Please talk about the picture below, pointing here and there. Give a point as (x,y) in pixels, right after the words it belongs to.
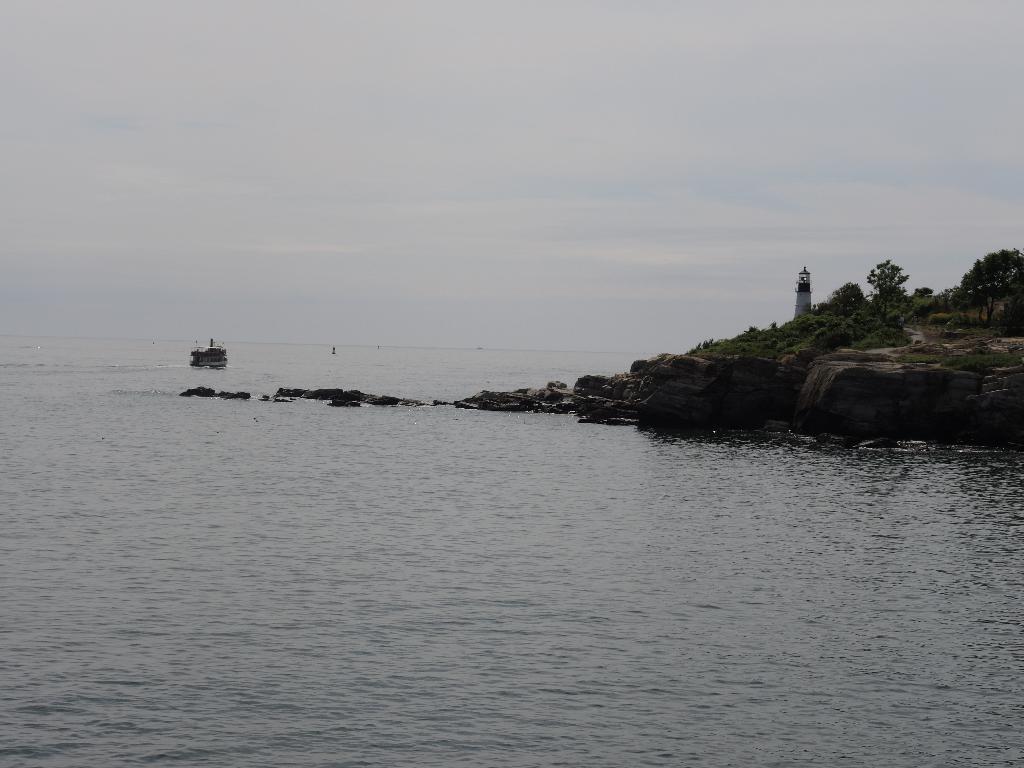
In this picture I can see the water (407,623) at the bottom (398,611), on the right side (777,334) there are trees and it looks like a tower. In the background (223,354) I can see a boat (225,367) on the water (251,376). At the top (592,219) there is the sky (610,215).
